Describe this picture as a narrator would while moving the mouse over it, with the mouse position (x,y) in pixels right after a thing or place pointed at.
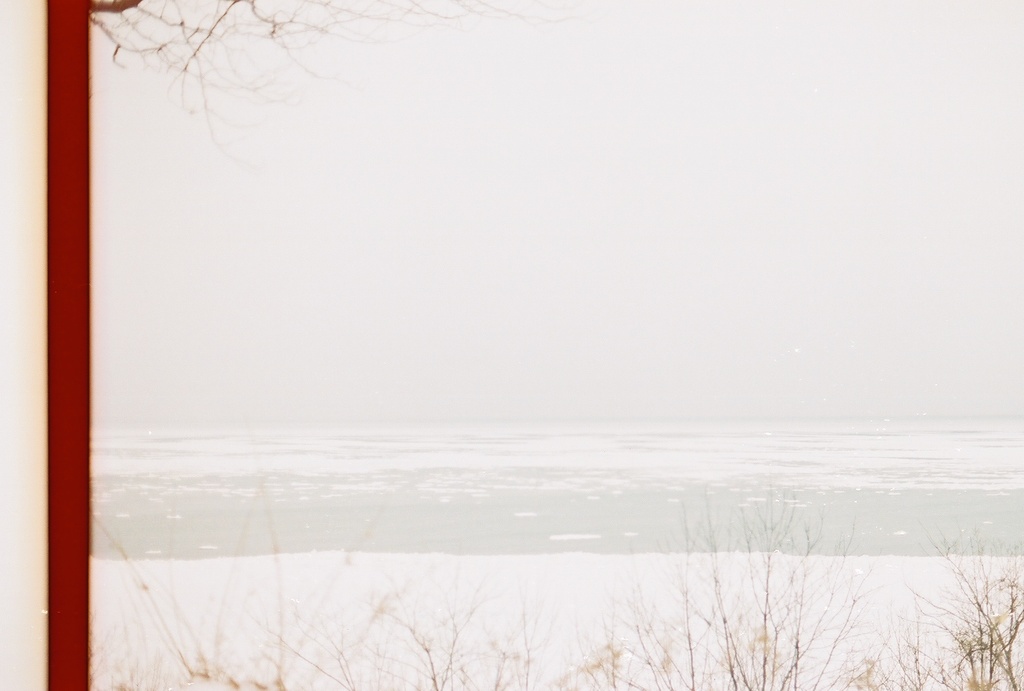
Here in this picture we can see plants (904,646) present and in the far we can see water (655,494) present all over there and on the left side (86,478) we can see a pole (70,477) present over there.
